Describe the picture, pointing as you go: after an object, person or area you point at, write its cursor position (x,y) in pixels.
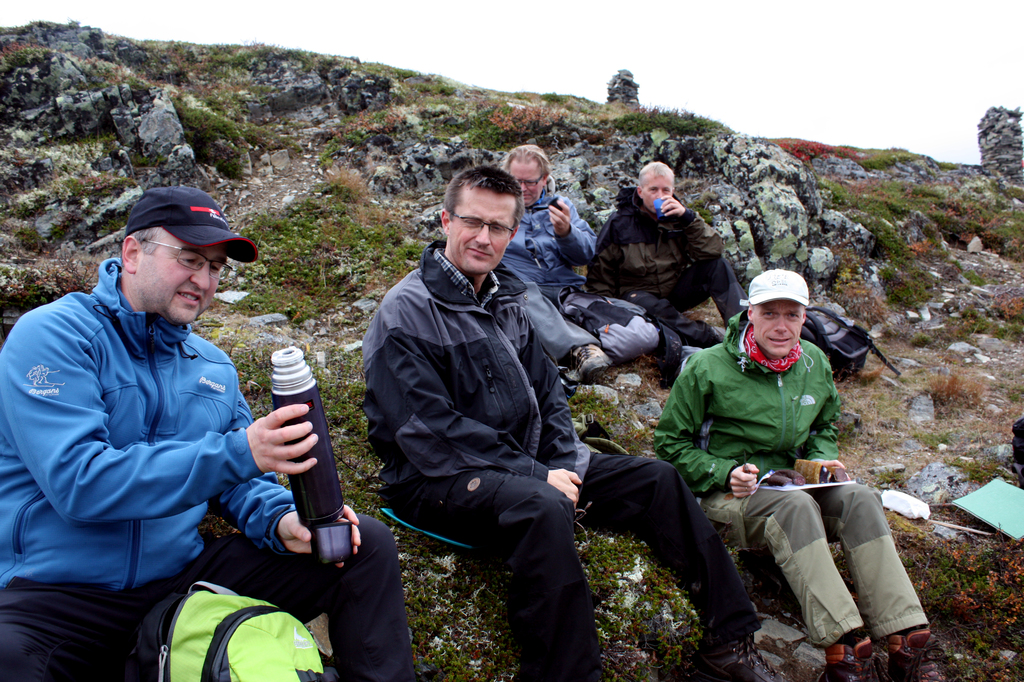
In this picture we can observe five members (61,394). All of them are men (89,363). Some of them are wearing spectacles (473,222). Behind them there are some stones (304,126) and some grass (300,229) on the land (304,165). In the background (606,50) there is a sky (539,27).
